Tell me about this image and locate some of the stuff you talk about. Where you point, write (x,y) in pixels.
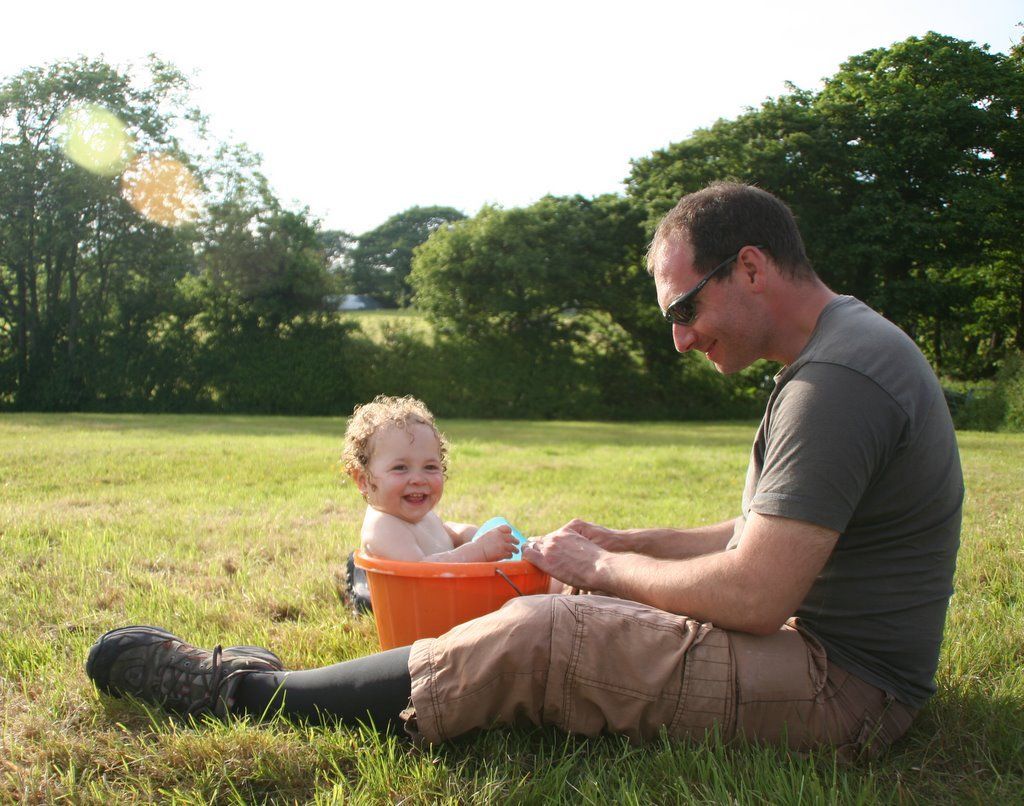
In this picture there is a man (581,608) who is sitting on the grass floor (295,639) at the right side of the image (845,543), he is playing with the baby (373,407) and the baby (407,407) is sitting in the bucket (463,570), there are trees (1013,202) all around the area of the image and it is a day time.
